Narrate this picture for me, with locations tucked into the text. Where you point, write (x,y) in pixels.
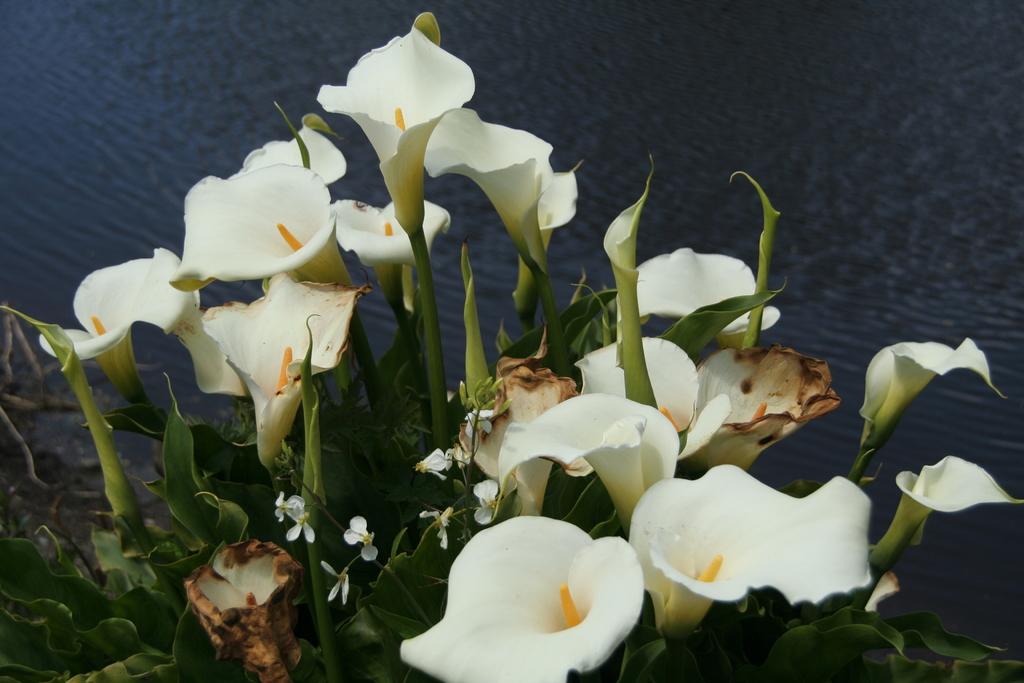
In this picture, we can see plants (327,423) with flowers (430,460) and behind the flowers (248,273) there is water (845,103).
